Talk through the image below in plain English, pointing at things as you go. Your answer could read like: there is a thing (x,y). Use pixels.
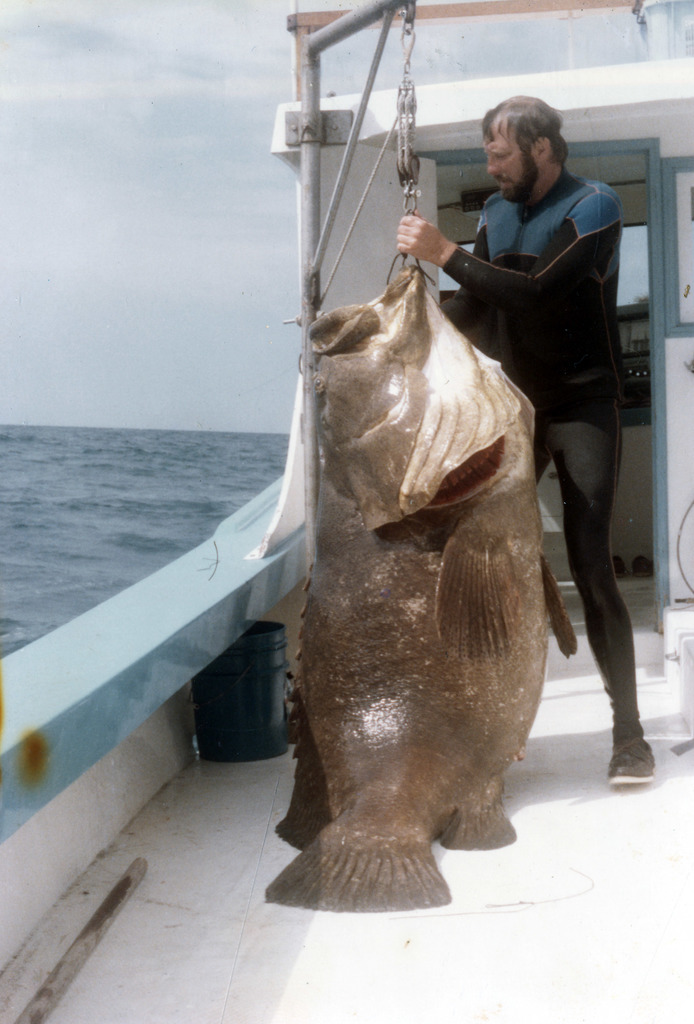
In the picture we can see a man (524,323) standing in the boat (545,704) which is white in color on the water (30,533) and the man (540,173) is wearing a swimsuit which is black in color and he is holding a big fish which is tied to the chain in the boat (474,1007) and in the background (227,230) we can see a water (112,499) and a sky (186,420).
